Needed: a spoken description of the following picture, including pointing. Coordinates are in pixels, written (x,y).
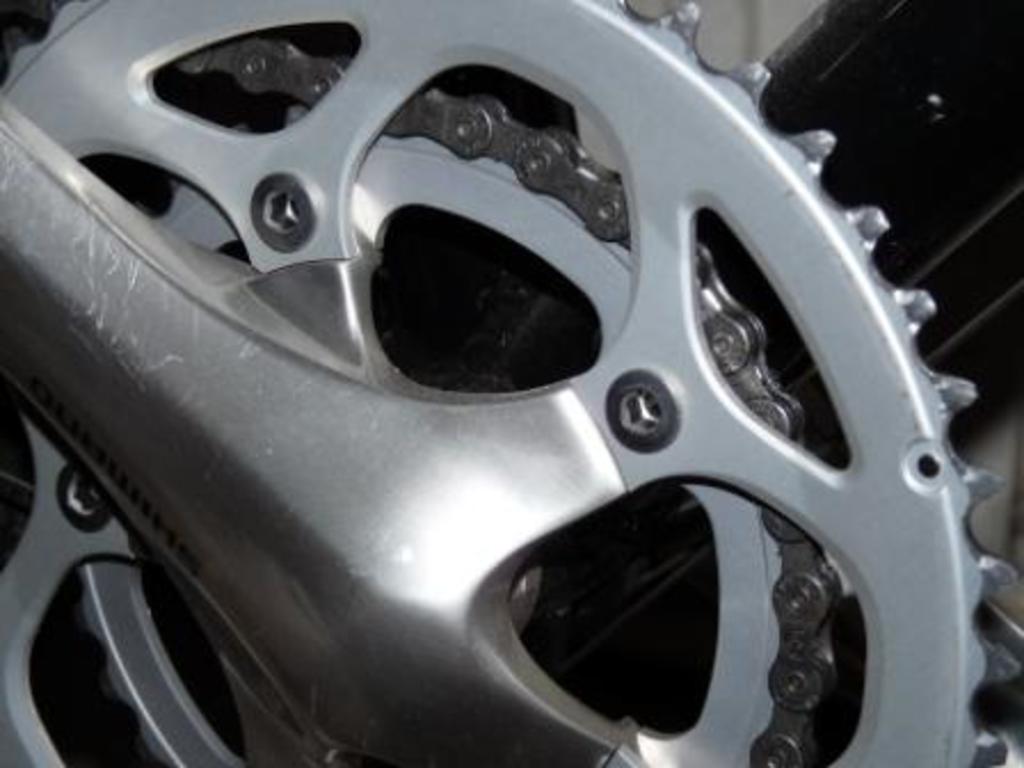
In this image in the foreground (624,221) there is a vehicles chain (280,69) is visible, and in the background (893,174) there is some object (912,151).
